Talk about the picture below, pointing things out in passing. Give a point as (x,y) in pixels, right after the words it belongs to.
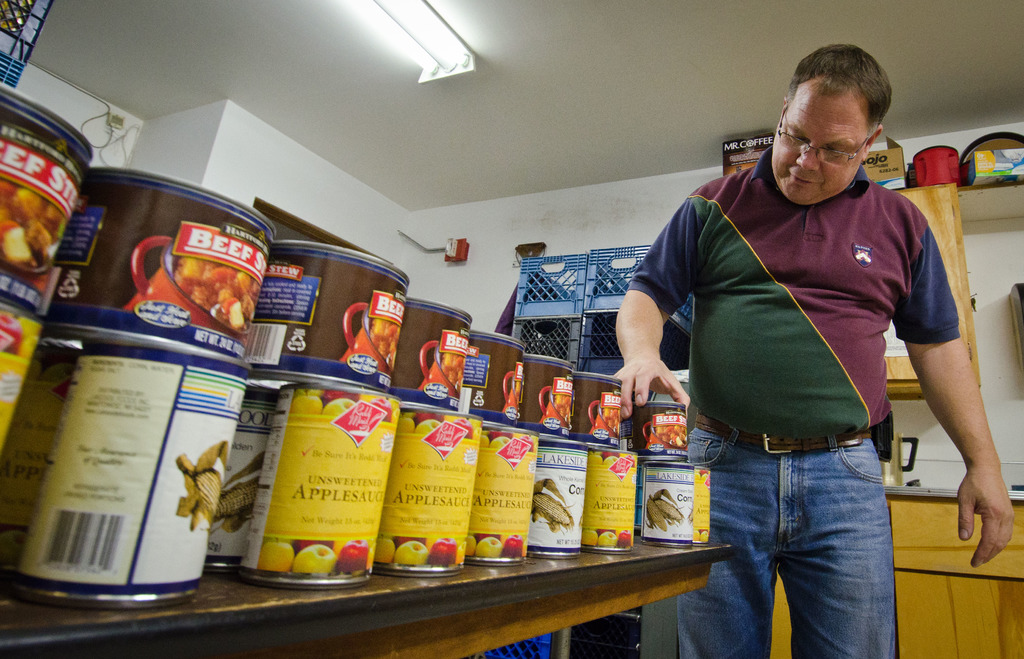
In this image there is person (843,388). There are boxes (894,144). There are cans (229,275). There is a wall (338,228).
